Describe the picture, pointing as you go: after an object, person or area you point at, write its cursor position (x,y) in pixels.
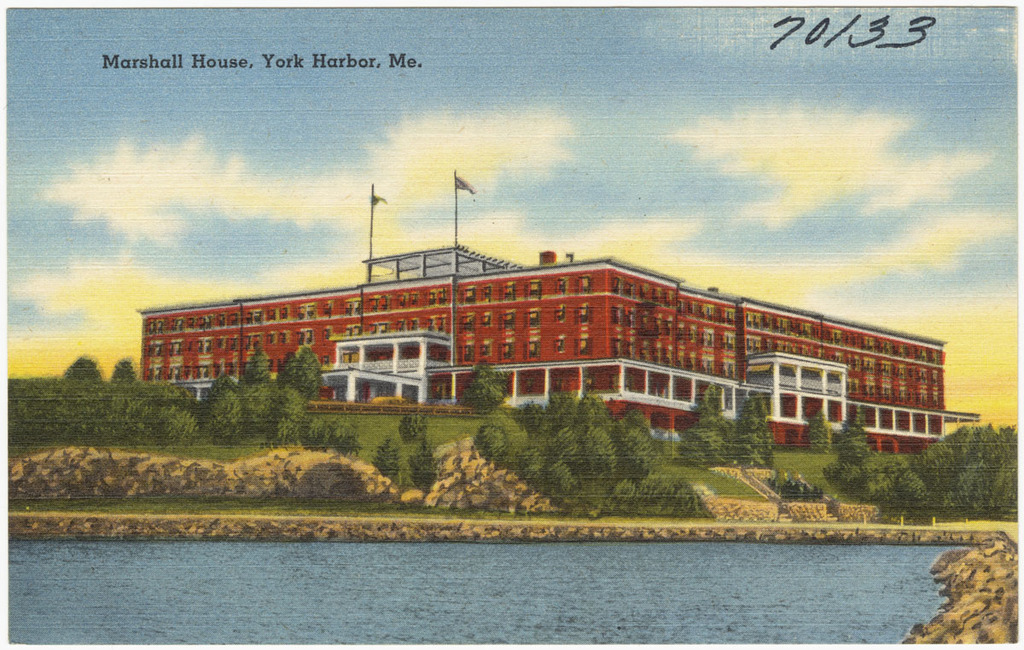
In the image we can see a poster (535,457). In the poster (595,521) we can see a building (517,370) and these are the windows (508,345) of the building (492,356). Here we can see water (507,583), trees (960,457), grass (722,481), poles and the cloudy sky (526,176).
